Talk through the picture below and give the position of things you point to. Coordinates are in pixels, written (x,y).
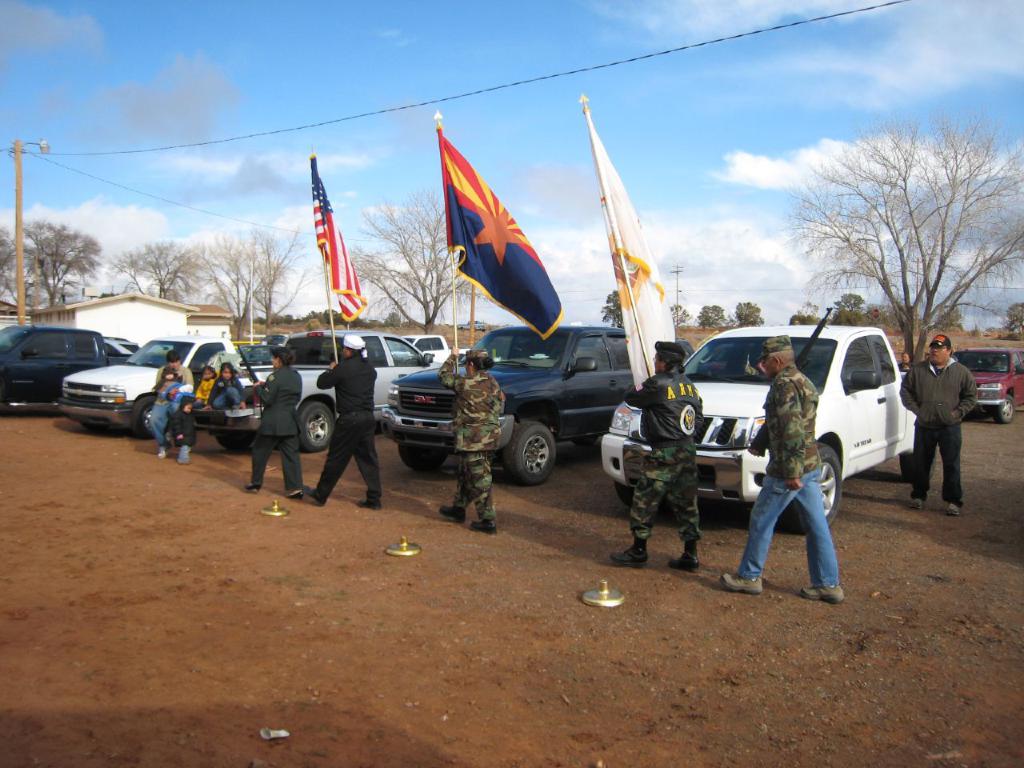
This picture shows few Mini trucks (577,416) parked and we see people (807,406) walking and they are holding flag poles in their hands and we see a man (930,390) standing on the side and he wore a cap (941,337) on his head (941,352) and we see few kids (221,399) and a man (180,372) seated and we see trees (59,254) and a electrical pole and a blue cloudy sky (561,85).
